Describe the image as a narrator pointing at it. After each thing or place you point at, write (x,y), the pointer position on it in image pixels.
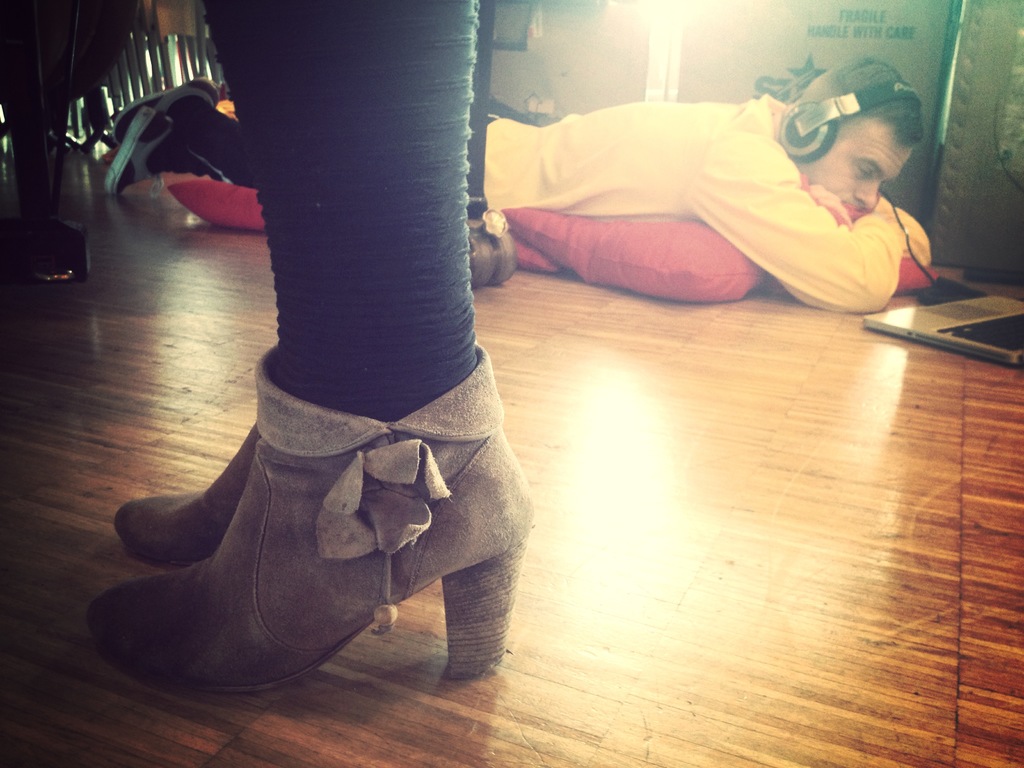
In this picture, we can see two persons (321,99) and we can see the floor (792,563) and some objects (882,326) on the floor (856,343) like pillows (197,199), laptop (1023,354) and we can see some objects (90,110) in the top left corner (95,122) and we can see the wall (711,20) with some text (858,34) on it.
